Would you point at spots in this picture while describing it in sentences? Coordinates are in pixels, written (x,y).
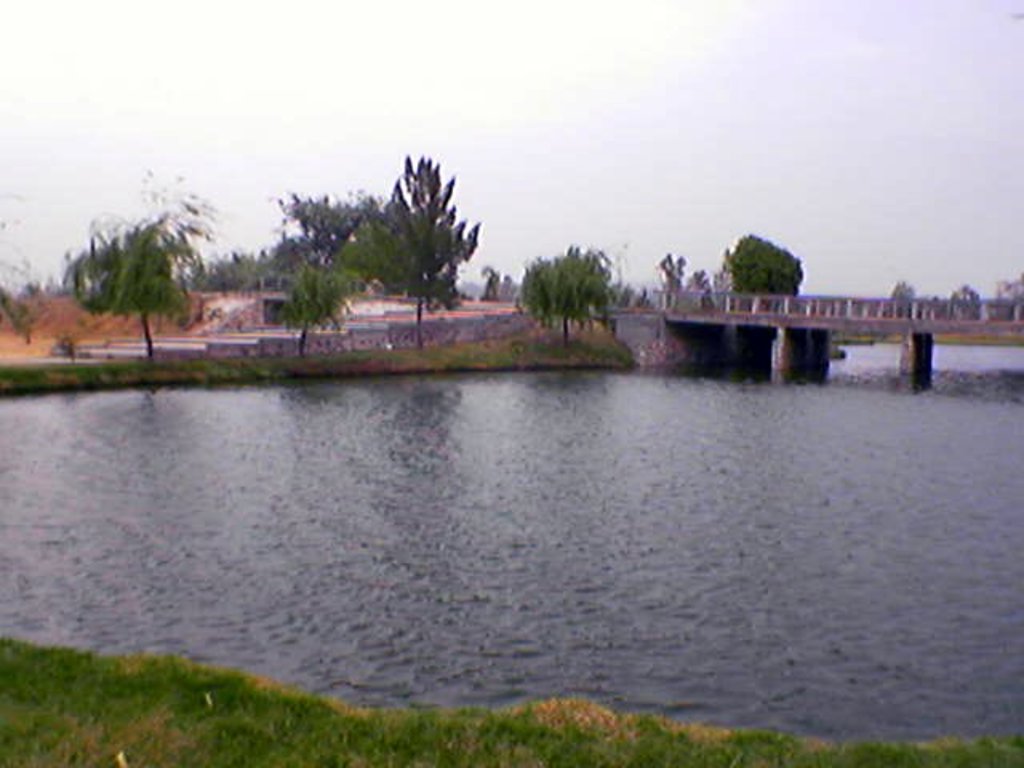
In this picture we can observe a lake (511,484). There is some grass (230,677) on the ground (422,722). We can observe a bridge (774,324) over this lake (863,371). In the background (465,293) there are trees (407,254) and a sky (476,113).
